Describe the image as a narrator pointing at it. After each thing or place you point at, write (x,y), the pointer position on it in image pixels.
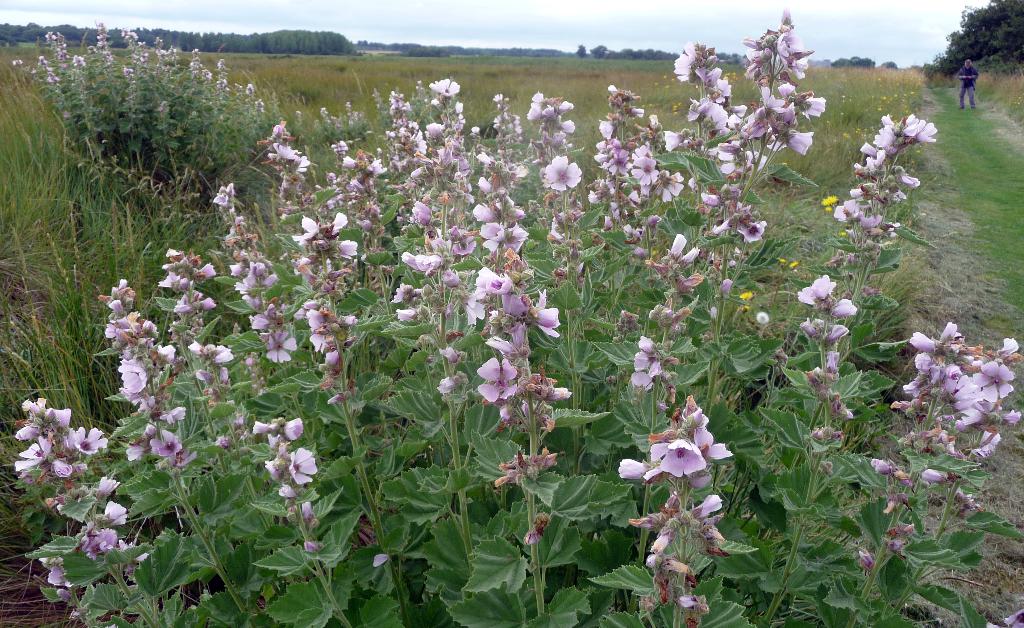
There are plants (541,412) having flowers (72,445) and green color leaves (700,398) on the ground (998,153). In the background (1001,121), there is a person (962,102) standing on the ground (964,114), on which there is grass (977,134), there are trees (514,48) and plants (169,91) on the ground (398,64) and there is sky (884,31).
